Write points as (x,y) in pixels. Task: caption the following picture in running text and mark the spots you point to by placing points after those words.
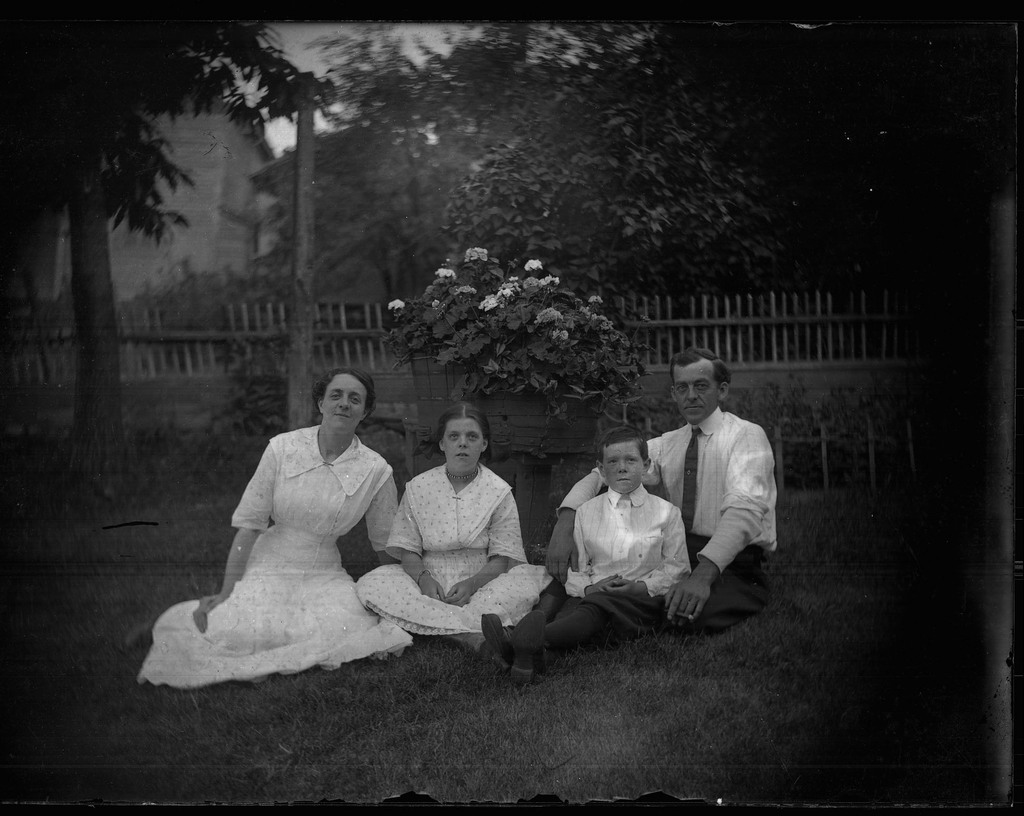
This is a black and white image. 4 people (509,549) are sitting. Behind them there is a fencing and trees (722,205).
